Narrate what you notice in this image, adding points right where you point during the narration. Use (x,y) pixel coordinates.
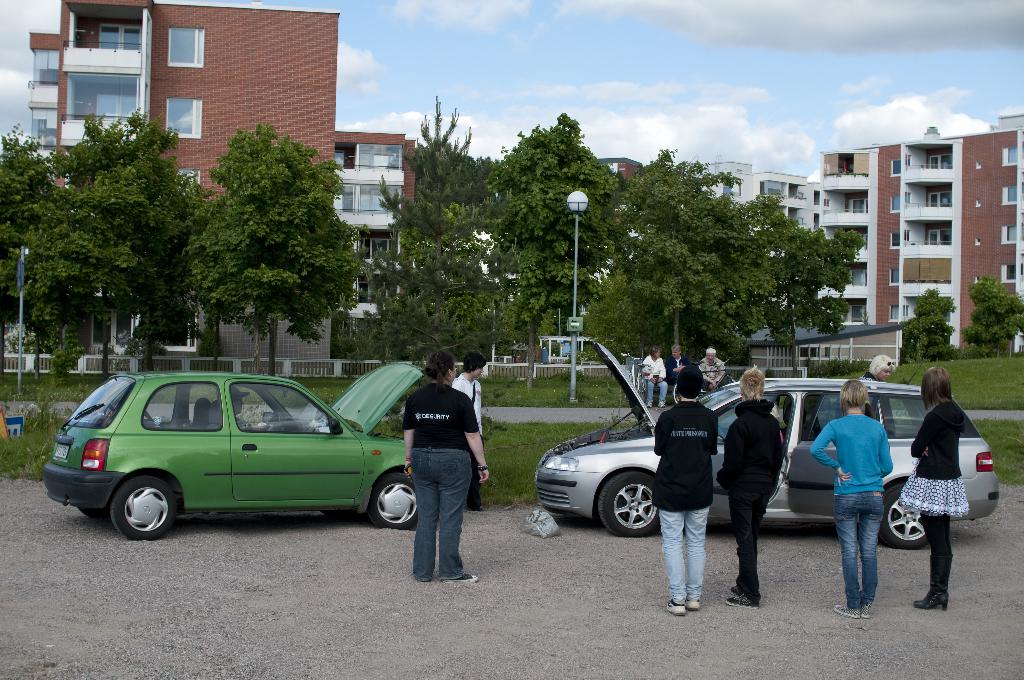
in the picture there are many people (658,487) standing near the cars (413,377) there are many trees (6,164) building (814,225), here we can also see cloudy sky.
